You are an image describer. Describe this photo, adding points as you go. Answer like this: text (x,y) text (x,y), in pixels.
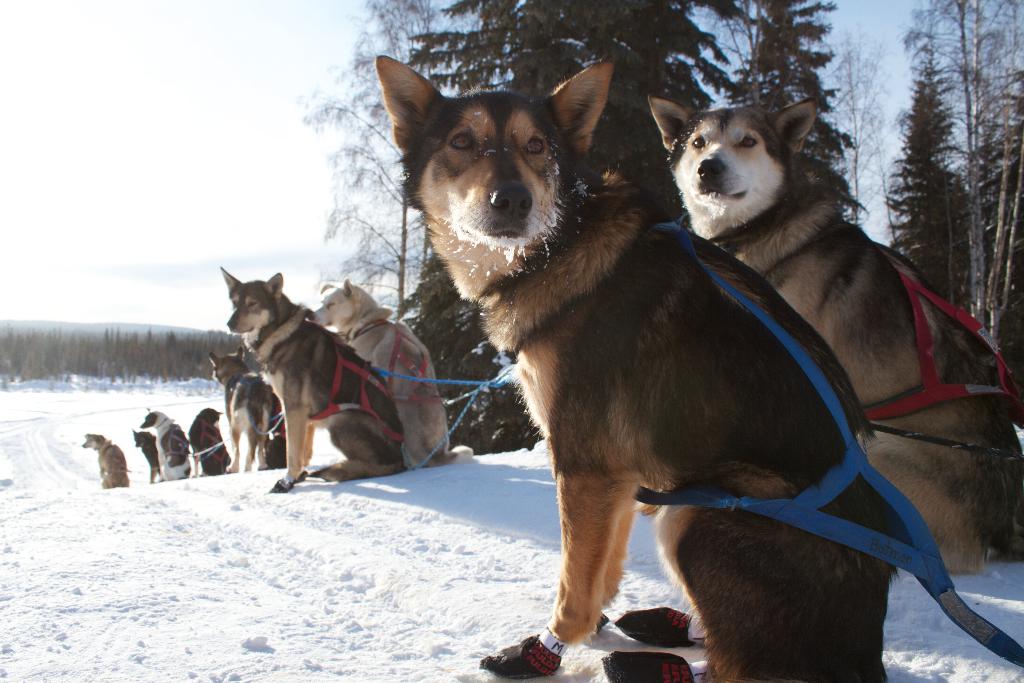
In this image I can see few animals (754,452), they are in brown and cream color and they are sitting on the snow (320,551). The snow (286,562) is in white color, background (620,43) I can see trees (589,19) in green color and the sky (228,163) is in white color.
